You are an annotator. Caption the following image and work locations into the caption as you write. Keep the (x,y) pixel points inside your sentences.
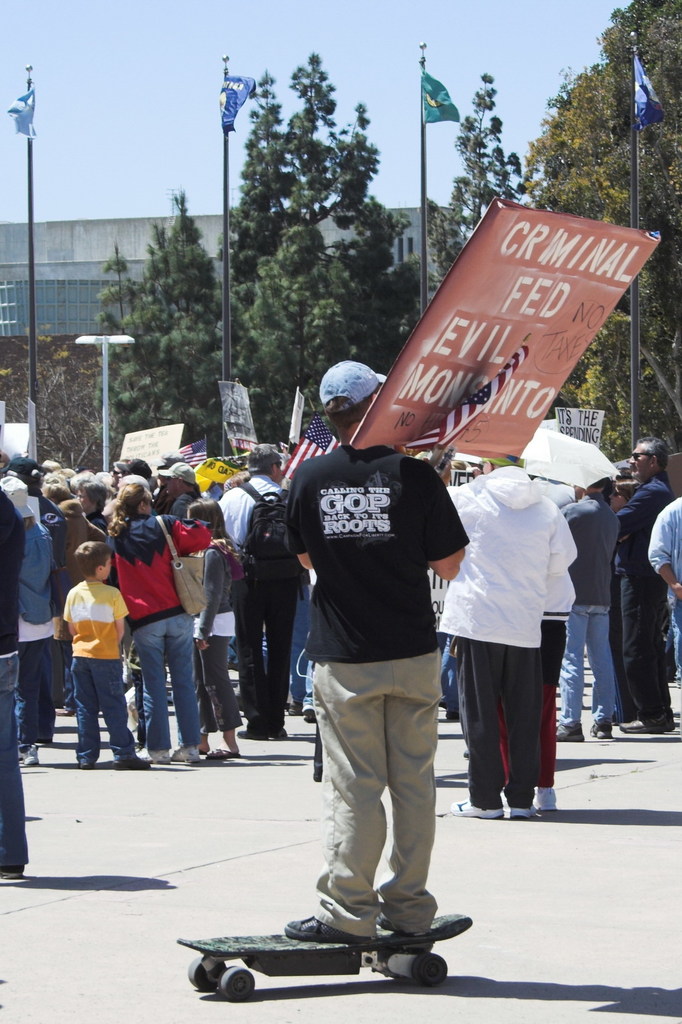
Here a person (368,749) is standing on the skateboard (337,966) and holding banner (519,431) and flag (415,442) and wearing a cap (348,379). Here we can see a group of people (19,775) are standing on the road (243,912). Few are wearing bags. Background (84,265) there are so many trees (272,414), building (103,272), poles (638,149), flags (182,451) and light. Top of the image (299,104), there is a sky (186,143).
